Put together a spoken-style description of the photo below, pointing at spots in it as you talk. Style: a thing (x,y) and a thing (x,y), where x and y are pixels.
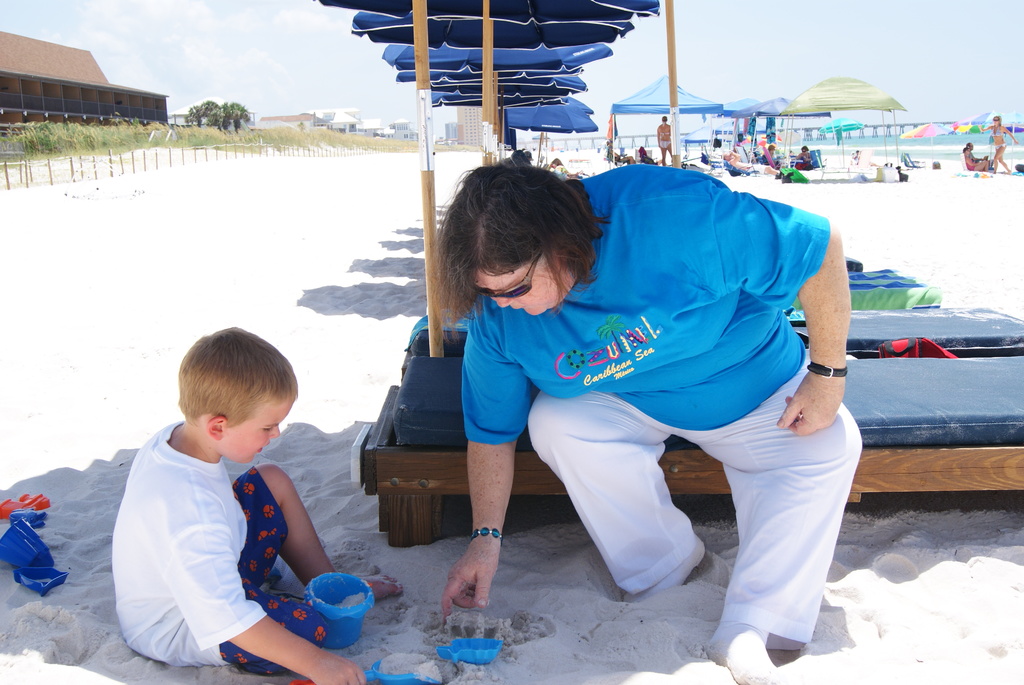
This is a person (759,376) sitting on the bench (891,421). These are the beach umbrellas (587,129). I can see the canopy tents (655,105). Here is a boy (241,610) sitting on the sand (85,660). This looks like a small bucket (349,637), which is blue in color. This is the beach (920,214). I can see few people (970,159) sitting and few people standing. These are the trees (219,126) and buildings (163,120). In the background (874,128), that looks like a bridge (910,126).
